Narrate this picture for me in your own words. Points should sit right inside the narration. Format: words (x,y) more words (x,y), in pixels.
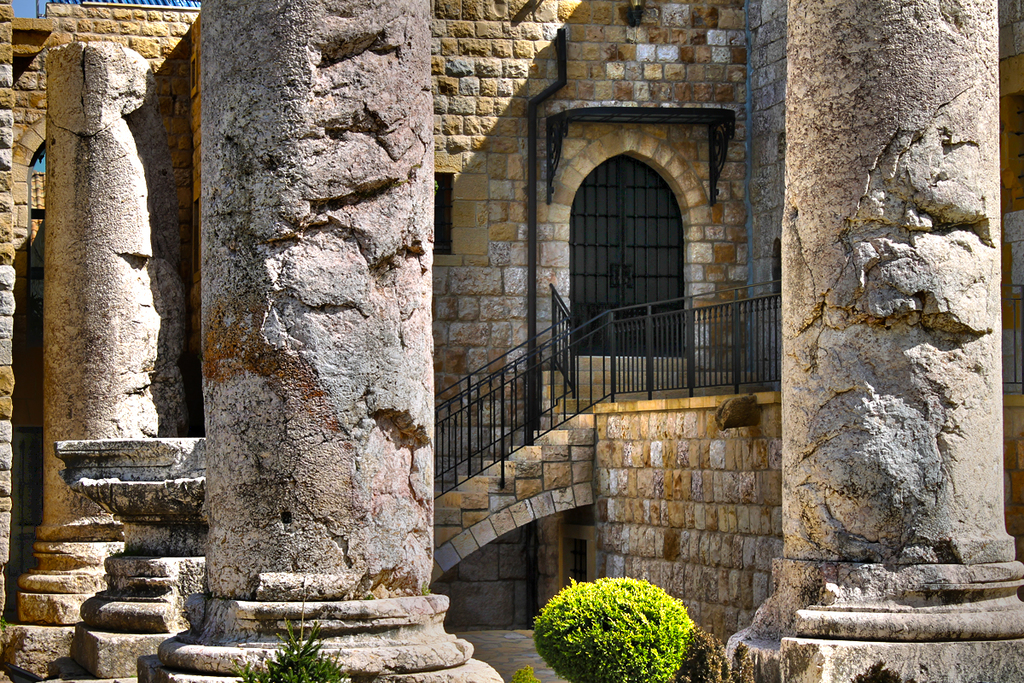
There are pillars (240,349). Near to that there is a bush (649,642). In the back (616,512) there is a brick wall (633,401), steps (491,467) with railings (542,390), arch (568,166) and door (581,226).
